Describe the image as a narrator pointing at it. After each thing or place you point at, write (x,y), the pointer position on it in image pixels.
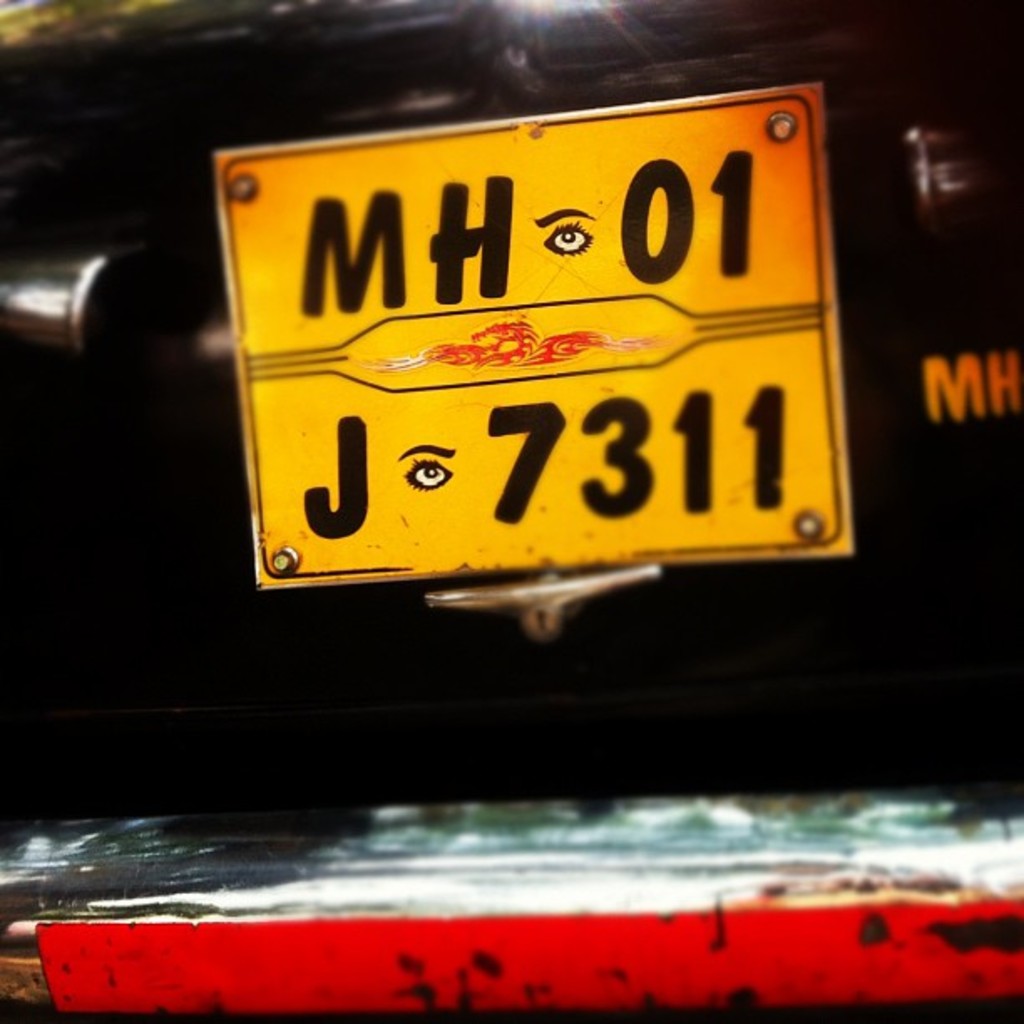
In this picture, we can see a board (458,394) with some text (444,272), and some numbers (612,422), and images (392,370) on it, we can see dark background (1019,436) with some text (929,400) on the right side of the picture (909,445), we can see some objects (63,317) on left side (90,867) and right side of the picture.
